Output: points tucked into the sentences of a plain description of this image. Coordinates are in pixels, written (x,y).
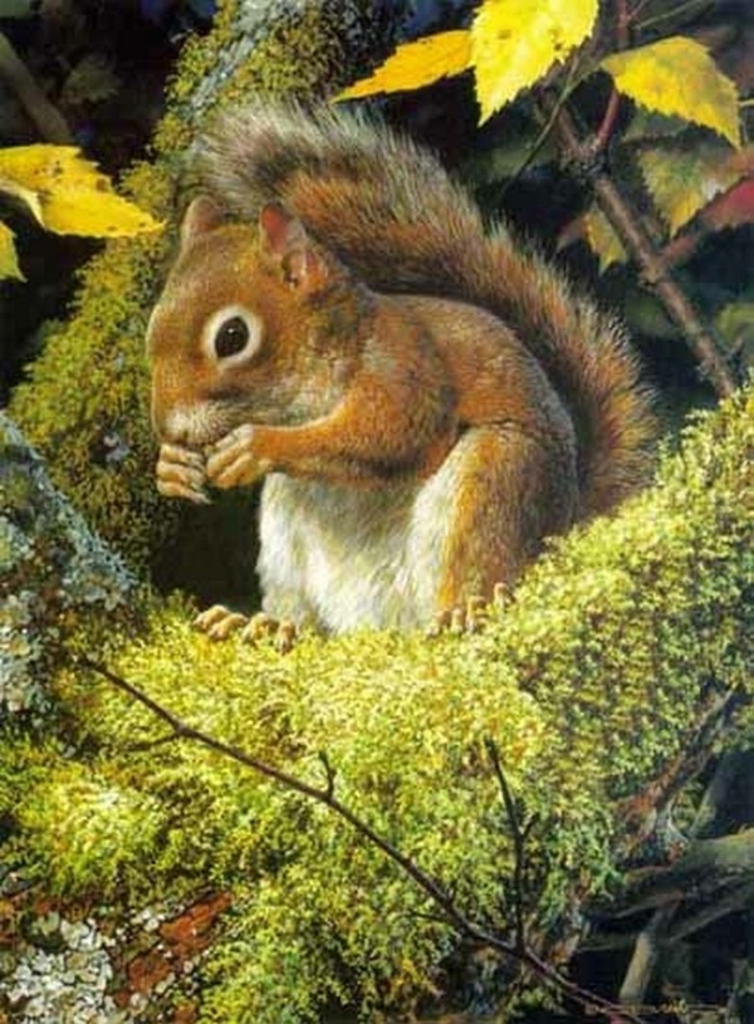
It is a painted image, in this a squirrel (514,436) is there, at the bottom (395,802) these are the plants (407,820).
